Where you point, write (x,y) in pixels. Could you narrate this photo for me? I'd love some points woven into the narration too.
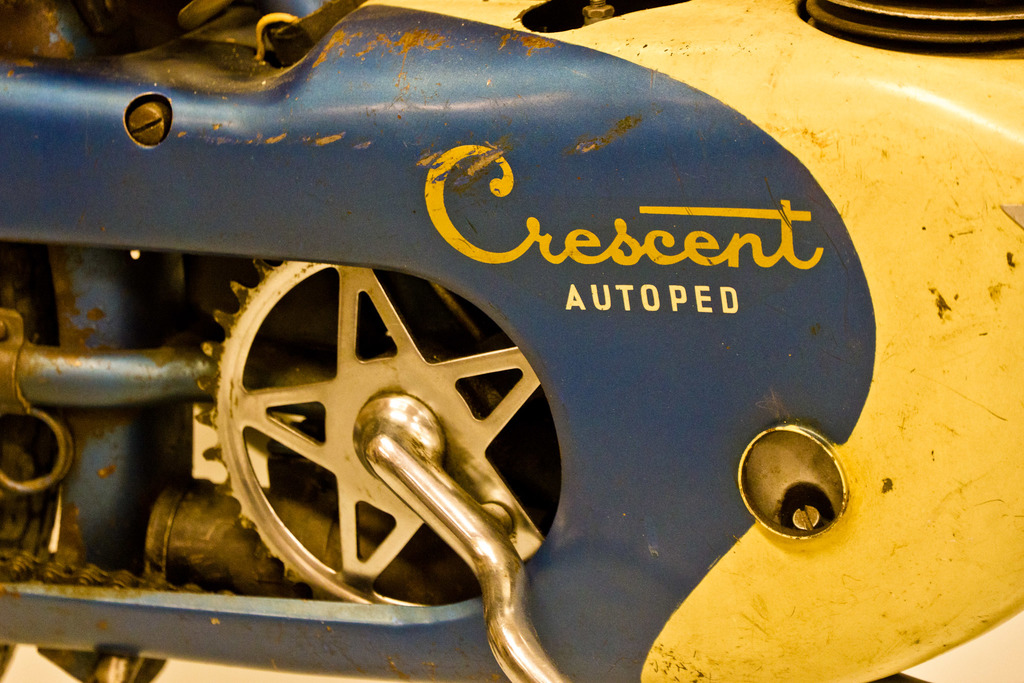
In this picture, we can see truncated part of a vehicle (352,384).
